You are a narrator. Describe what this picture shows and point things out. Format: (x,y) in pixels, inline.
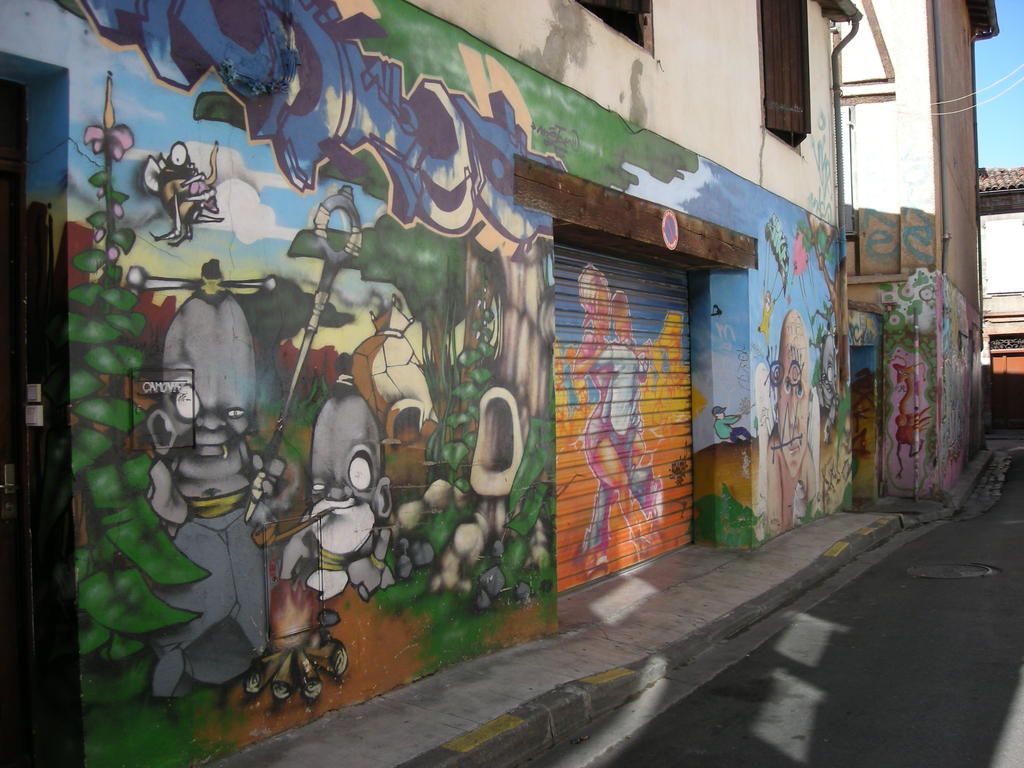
In the image we can see some buildings (778,38), on the buildings (410,72) there is painting (825,167). In the top right corner of the image (1004,50) there is sky (1000,125).
